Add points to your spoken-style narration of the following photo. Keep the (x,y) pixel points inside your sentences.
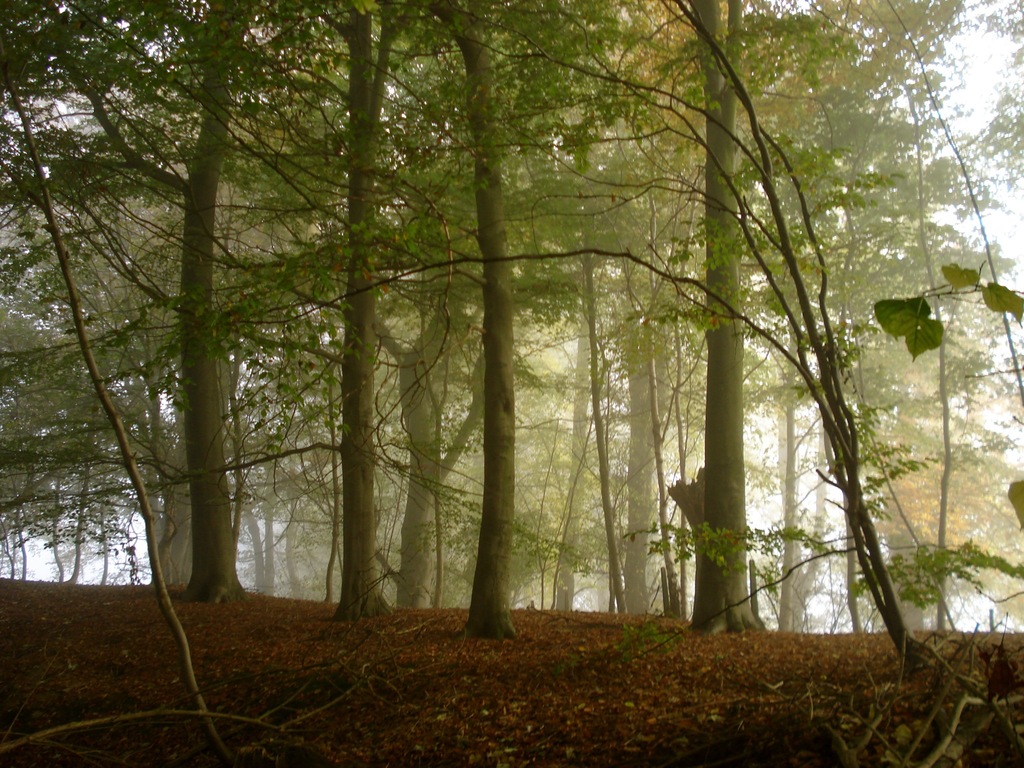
In this image I see the ground (411,629) and I see number of trees (443,238) and I see the sky (982,79) in the background (954,45).
